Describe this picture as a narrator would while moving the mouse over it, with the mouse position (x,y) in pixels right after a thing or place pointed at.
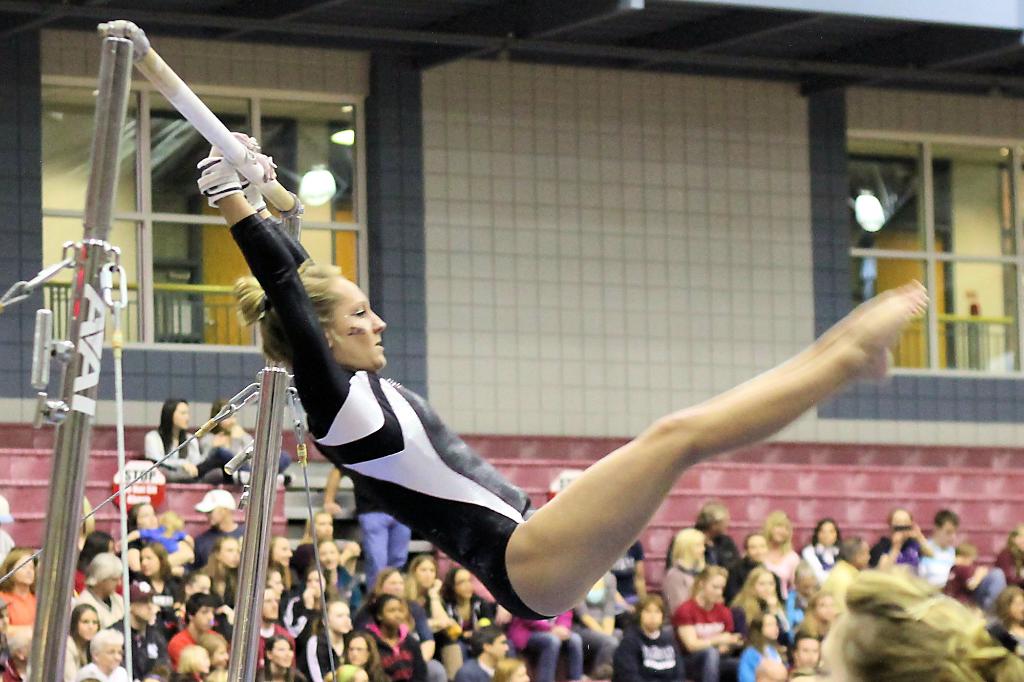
In this image we can see a person (375,433) wearing black color dress (440,440) doing gymnastics holding some pole (192,104) with her hands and at the background of the image (405,645) there are some spectators (687,634) sitting, there is wall (471,202) and windows (184,310).
